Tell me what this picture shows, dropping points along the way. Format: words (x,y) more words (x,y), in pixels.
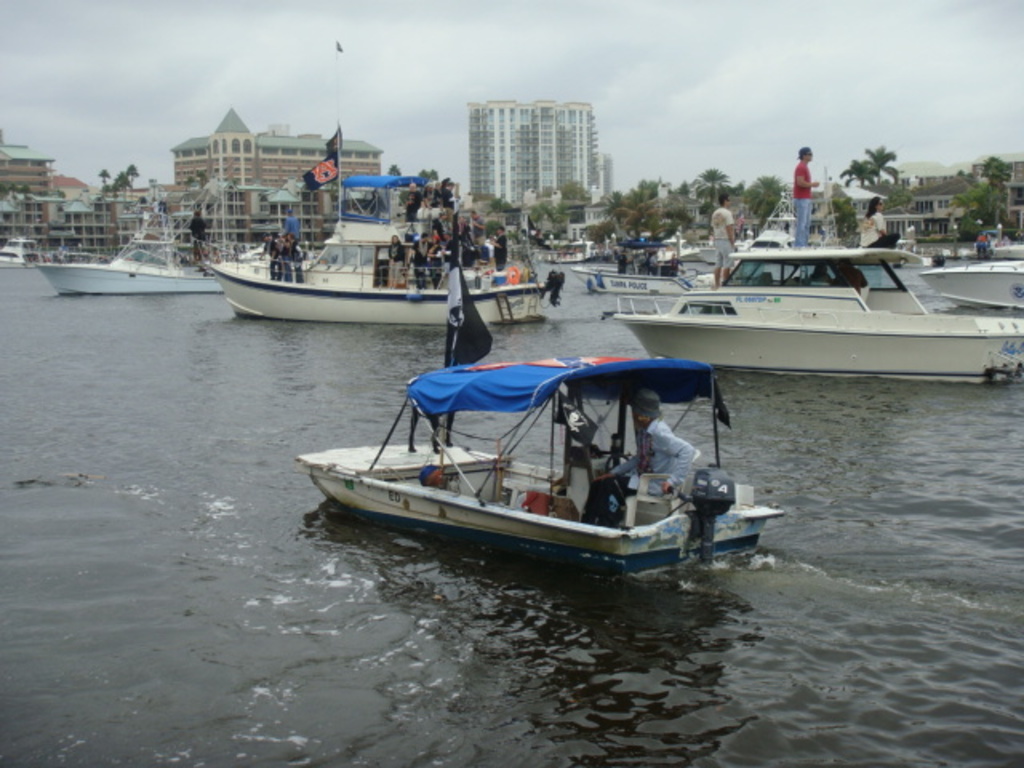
In this image we can see a few boats (621,555) on the water (502,429), there are some buildings (281,154), trees (611,227), people (661,448) and flags (478,354), in the background (199,77), we can see the sky (687,15) with clouds (687,15).
